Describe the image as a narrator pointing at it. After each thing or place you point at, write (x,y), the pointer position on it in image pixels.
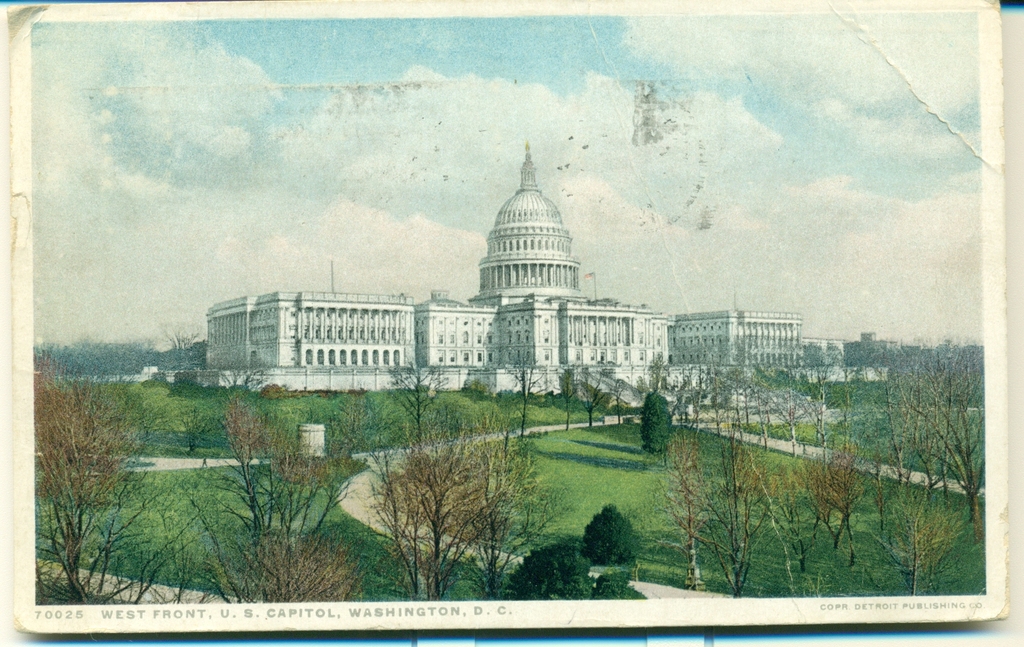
In this image we can see a poster (486,310) of a place (533,289) there are some trees (487,501), walkway (392,456) and top of the image (373,155) there is cloudy sky (373,162).
